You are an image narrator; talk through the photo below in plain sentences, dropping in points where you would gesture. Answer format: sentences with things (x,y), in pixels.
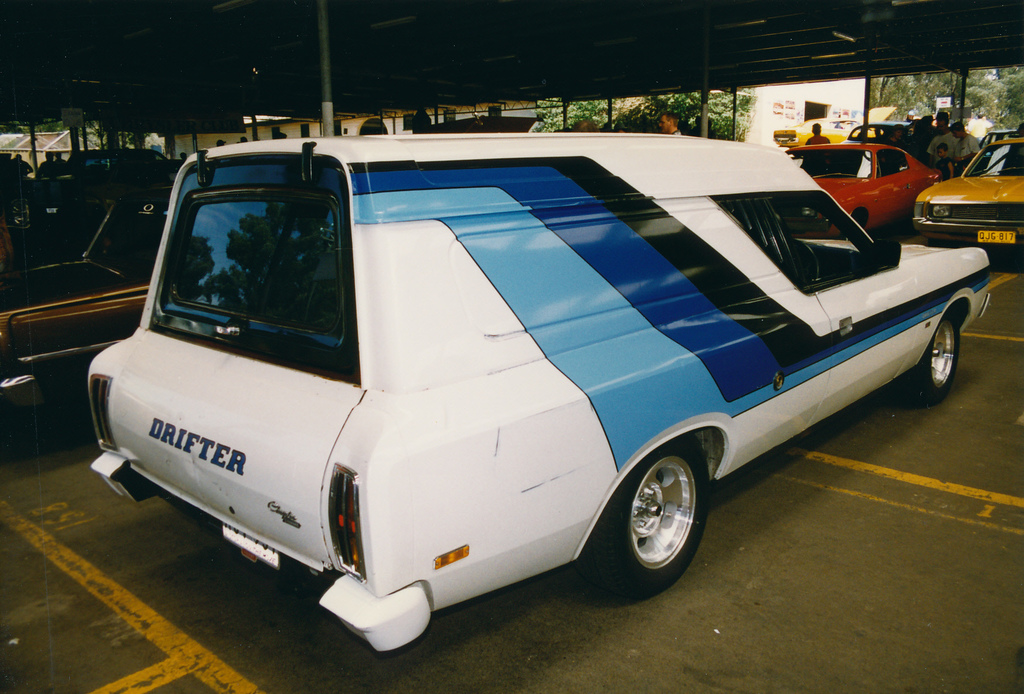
In this image it looks like a parking shed (258,9) where there are so many cars (651,168) parked one beside the other. In between them there are few people (42,164) standing on the floor (999,364). In the background (818,98) there is a building (776,101). Beside the building (790,100) there are trees (661,105). In the middle (663,330) there is a white color car (482,395) on which there are blue stripes (578,263).
